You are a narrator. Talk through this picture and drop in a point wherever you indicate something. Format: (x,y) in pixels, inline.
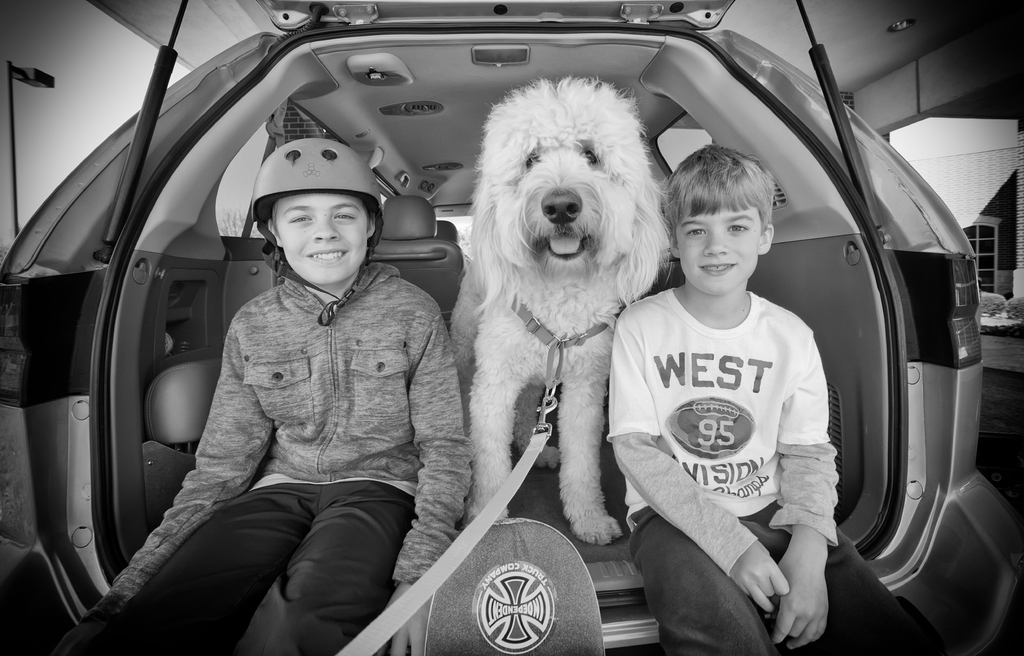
In this image there are two persons (403,284) who are sitting in a vehicle (604,460) and a dog (572,359) which has leash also in the vehicle (605,433).
